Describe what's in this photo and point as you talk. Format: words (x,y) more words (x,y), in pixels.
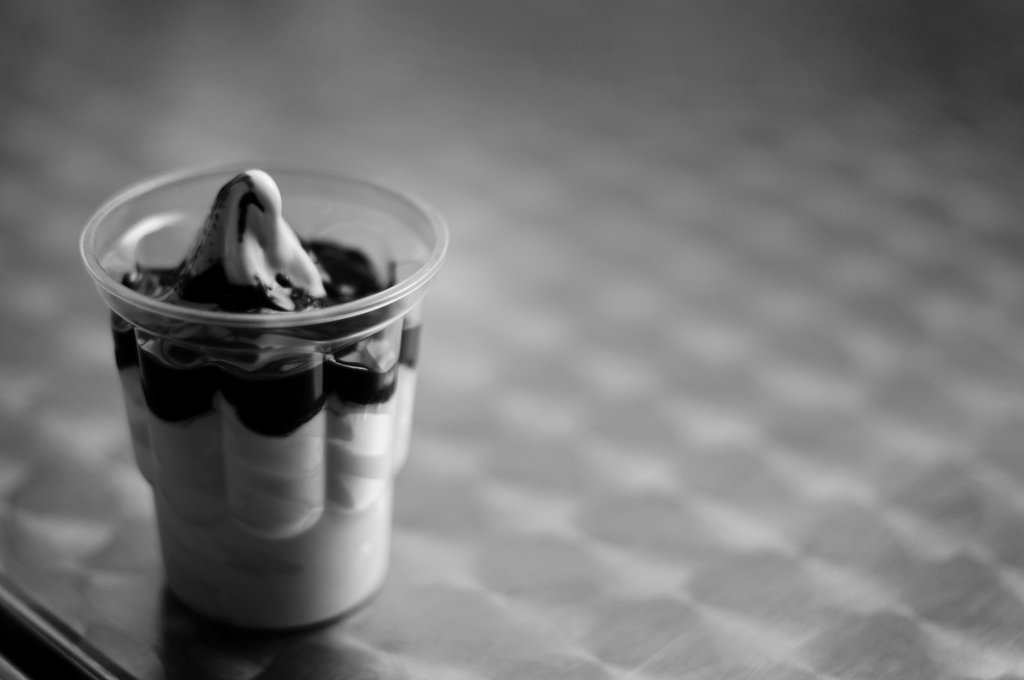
It is the black and white image in which there is a cup (191,450). In the cup (194,432) there is cream (264,264).
